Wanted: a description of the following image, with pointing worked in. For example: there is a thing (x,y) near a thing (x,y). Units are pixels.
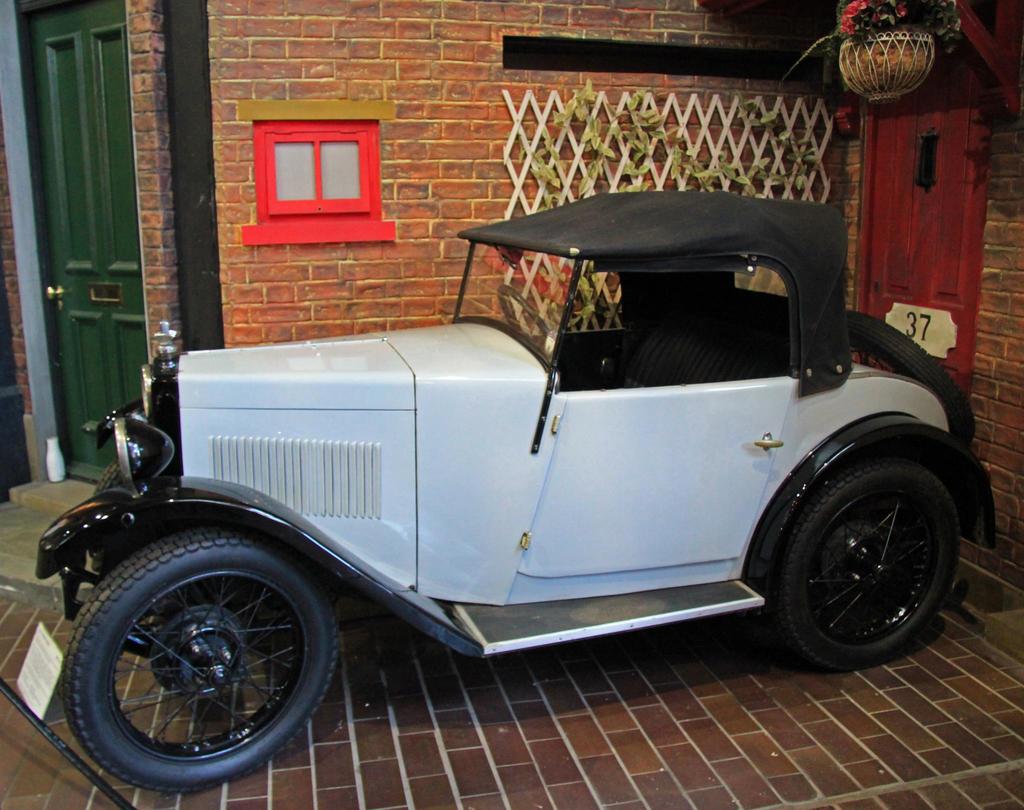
In this image we can see a vehicle (574,468). In the back (414,188) there are doors (963,292) and brick walls (1005,323). On the wall (397,193) there is a red color object (316,146) and a wooden mesh (685,128) with plants (639,157). At the top (847,83) there is a pot (884,57) with plant (882,20).
